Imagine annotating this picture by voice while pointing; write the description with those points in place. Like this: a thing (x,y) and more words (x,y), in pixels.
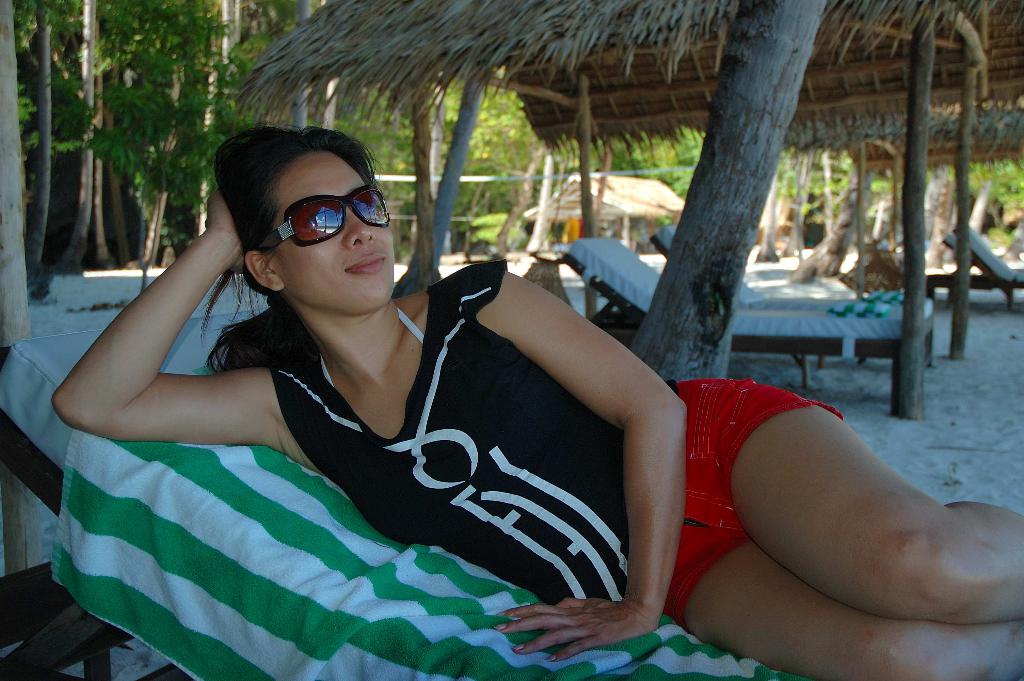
In the center of the image (589,276) there are chair lounges (789,334). At the bottom (338,472) there is a lady (369,487) lying on the chair lounge (242,503). There is a towel (237,566). In the background (370,110) there is a shed (365,84), trees (482,103) and a fence (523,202).
